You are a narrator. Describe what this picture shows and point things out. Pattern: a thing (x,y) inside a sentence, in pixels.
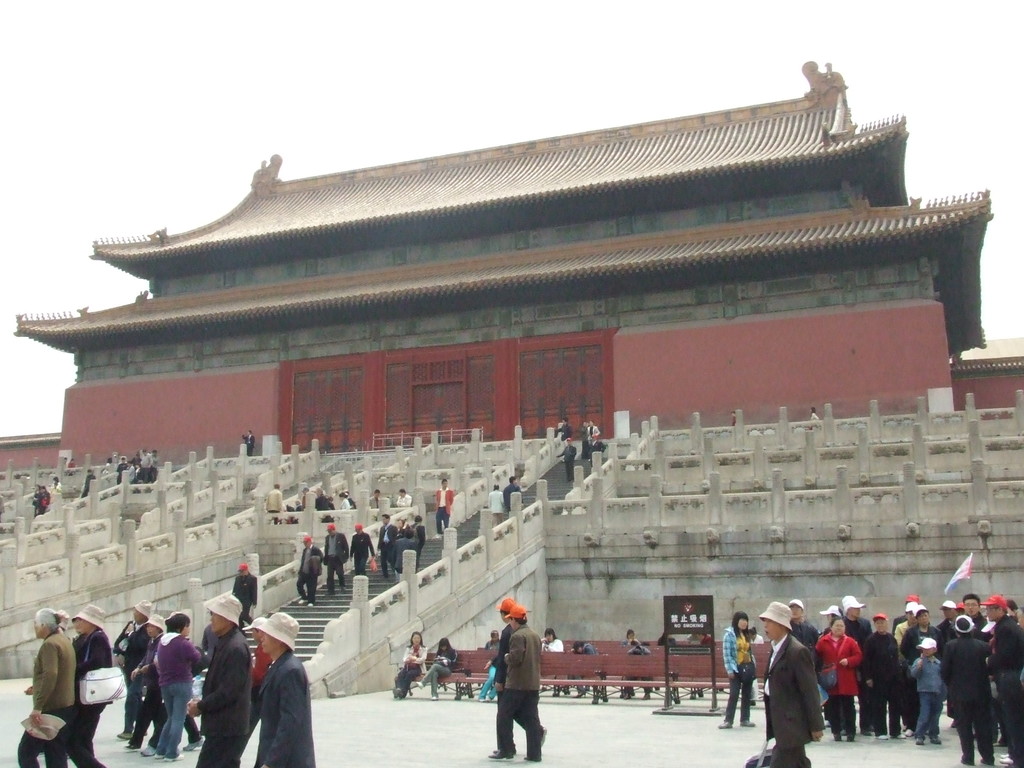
In this image I can see building (646,351), stairs (339,597), brown board (687,622), flag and benches (683,670). I can see few people (222,655) walking. The sky (219,104) is in white color.
